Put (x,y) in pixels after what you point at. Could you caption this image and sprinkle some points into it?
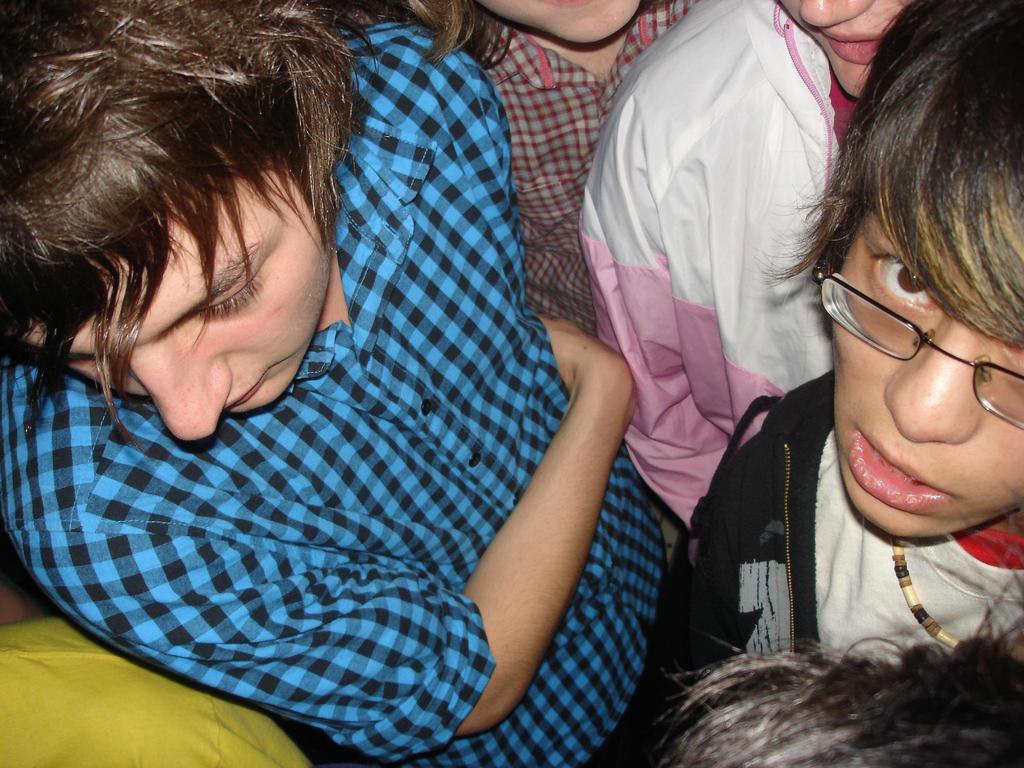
There are many people (403,492). On the left side (329,462) there is a person (405,471) wearing a blue and black check shirt (428,431). On the right side (862,537) a person (918,521) is wearing black jacket (796,521) and specs (846,304). Near to that a person (751,142) is wearing a white and pink jacket (729,171).
